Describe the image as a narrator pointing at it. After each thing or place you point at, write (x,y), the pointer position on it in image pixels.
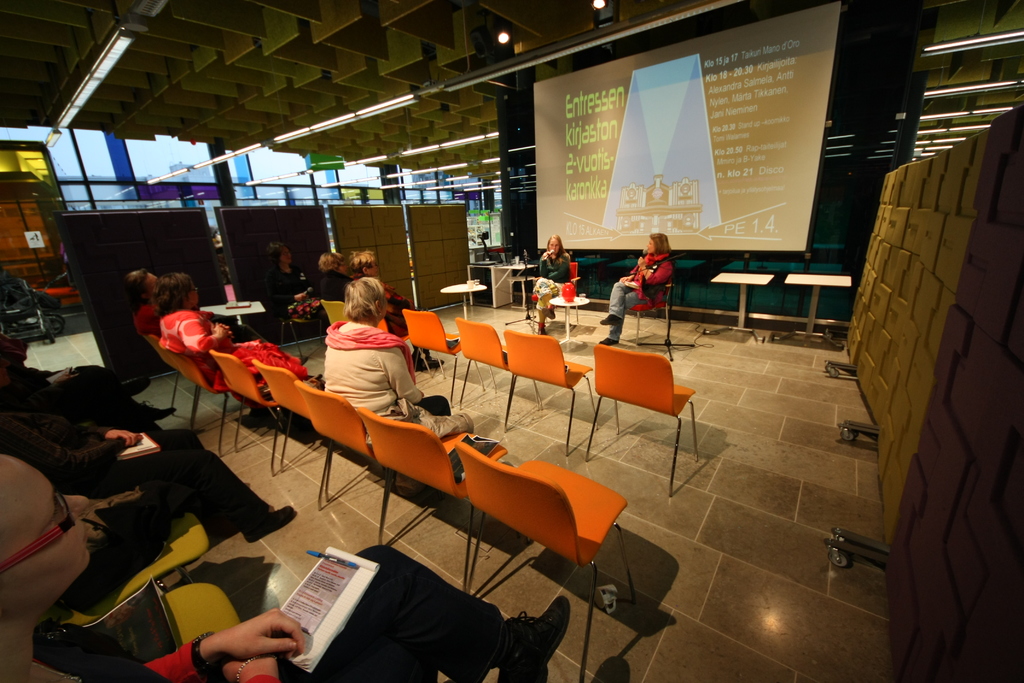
In this image there are few people (55,564) sitting on the chairs (556,506). This women (63,552) on the left side of the image (35,531) is sitting on the chair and holding a book (331,579) and pen (343,562) in her hands (293,643). this two people (552,277) sitting on the chair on the background of the image (661,268) is holding a mic (545,258) in her hands (645,260). This is the screen (593,184) projected. This is the ceiling (277,104).
